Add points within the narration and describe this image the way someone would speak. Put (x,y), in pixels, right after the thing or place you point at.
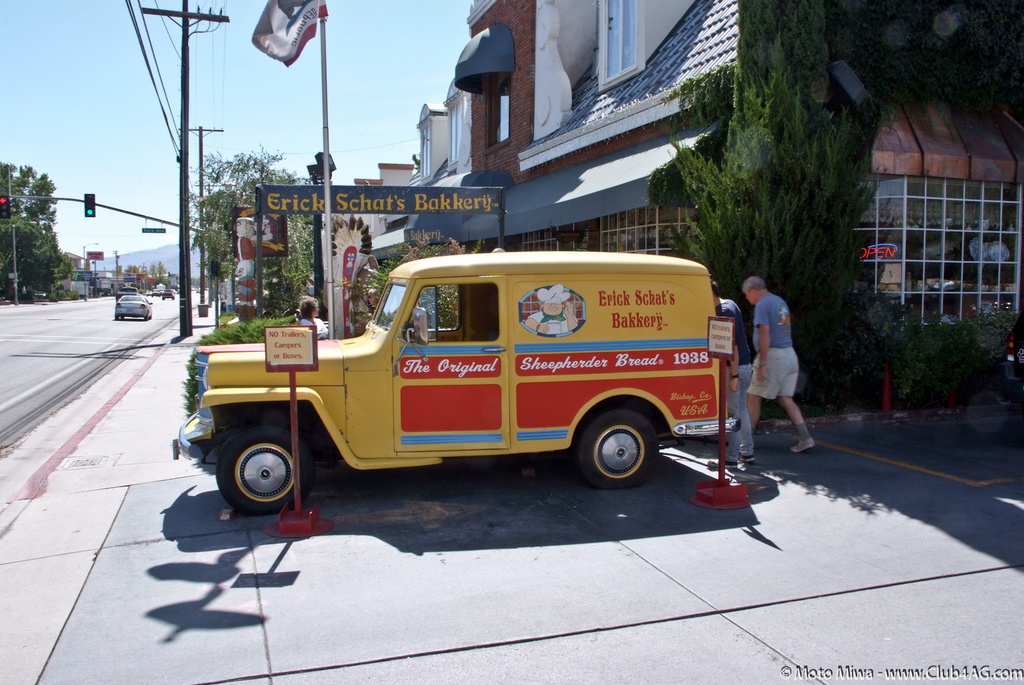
In this picture we can see vehicles (457,349) on the road (100,324), some people (787,349), name boards (266,332), traffic signals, poles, flag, buildings (468,184), trees (33,278), wires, some objects (889,382) and in the background (113,127) we can see the sky (226,138).
